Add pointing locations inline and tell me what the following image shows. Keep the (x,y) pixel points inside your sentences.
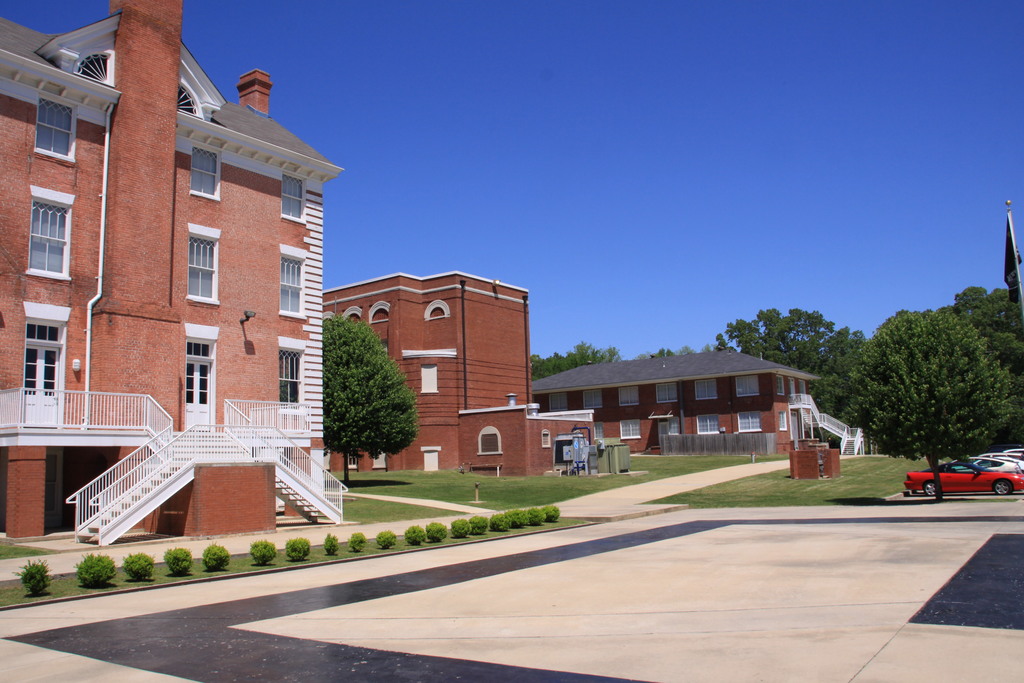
This picture is clicked outside the city. On the left side of the picture (257,285), we see a building (152,243) in white and brown color. Beside that, we see a staircase (185,447) and stair railing (171,455). Beside that, there are shrubs (357,542). In the middle of the picture (449,338), we see buildings (565,391) in brown color. Beside that, there are trees (384,447). On the right side (1002,480), we see cars (952,468) parked on the road (1006,496) and we even see the trees (941,430). There are trees (1018,424) in the background (685,349). At the top of the picture (600,197), we see the sky (550,186), which is blue in color.
